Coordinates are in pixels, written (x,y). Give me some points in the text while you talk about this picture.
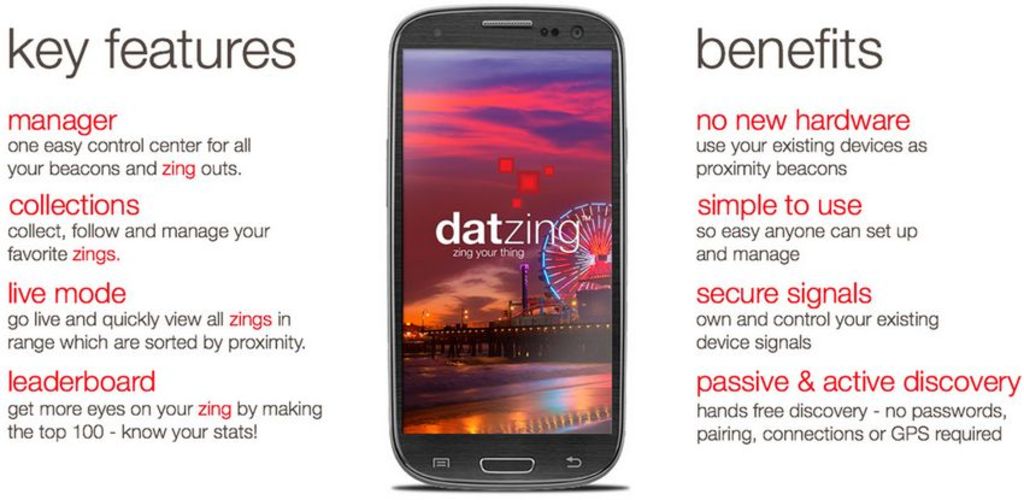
In this image I see a mobile phone (526,146) and I see something is written on the screen (490,234) and I see a giant wheel (604,249) over here and I see the beautiful sky (456,115) and I see something is written on either sides.
